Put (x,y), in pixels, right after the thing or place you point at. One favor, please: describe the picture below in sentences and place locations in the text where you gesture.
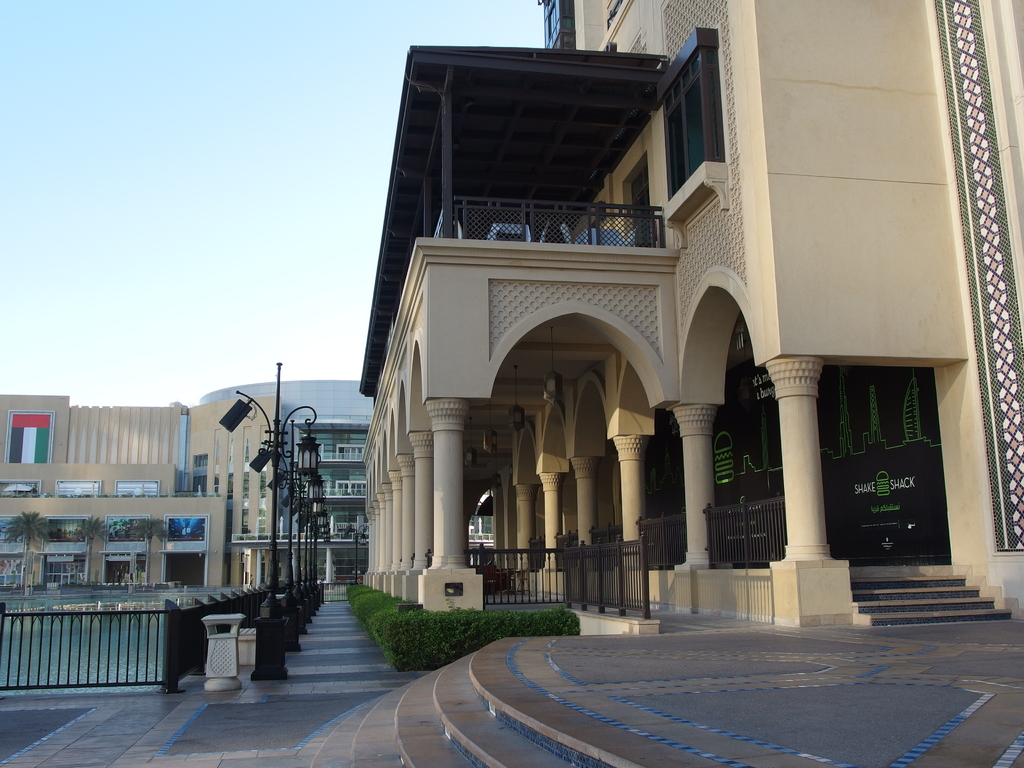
In this image I can see plants (414,652), railings (658,535), poles (272,547), number of buildings (280,526), few trees (16,531) and sky (106,205). I can also see something is written over here.
